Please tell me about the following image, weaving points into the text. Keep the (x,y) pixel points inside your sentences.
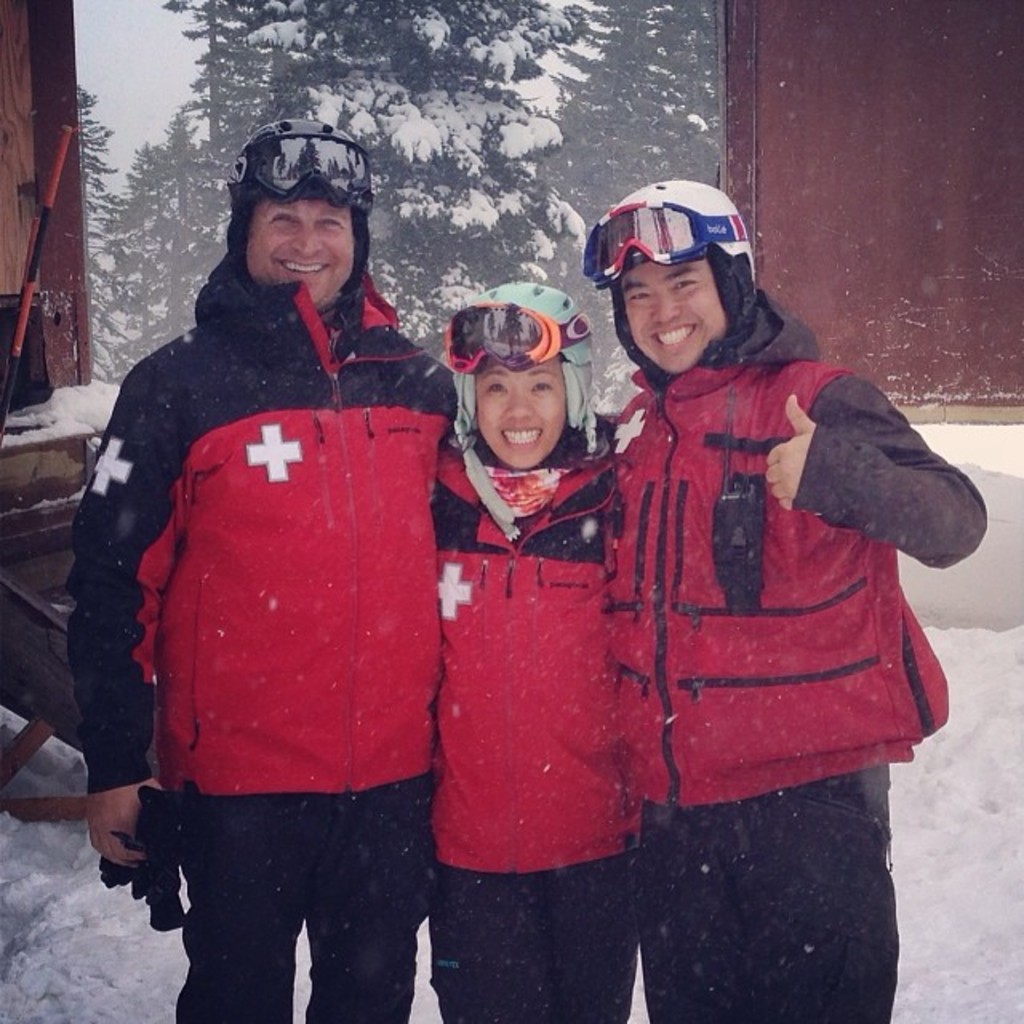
In this image, I can see three people (328,568) standing and smiling. I can see the trees (456,281), which is partially covered with the snow (424,98). I think these are the wooden houses (863,169). At the bottom of the image (943,827), I can see the snow (32,874).
